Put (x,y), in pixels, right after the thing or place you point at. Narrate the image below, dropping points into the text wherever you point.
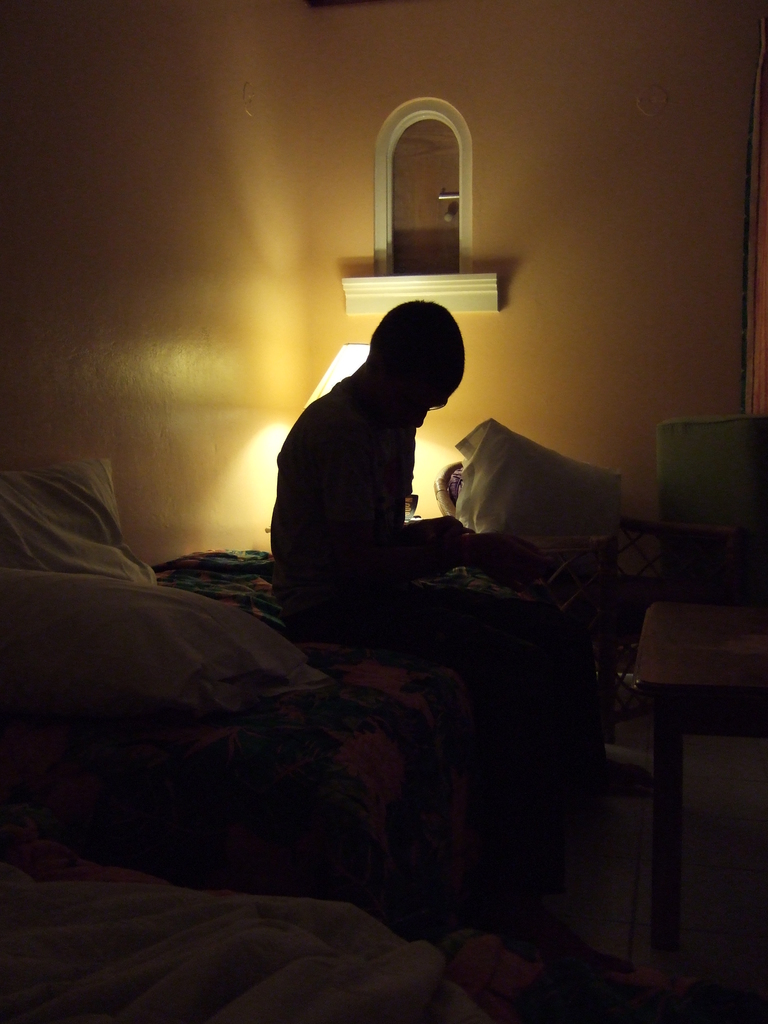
This picture is taken in the dark where we can see a person (449,609) is sitting on the bed (177,731), here we can see pillows (106,585), table (660,626), table lamp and the mirror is fixed to the wall (295,415).
